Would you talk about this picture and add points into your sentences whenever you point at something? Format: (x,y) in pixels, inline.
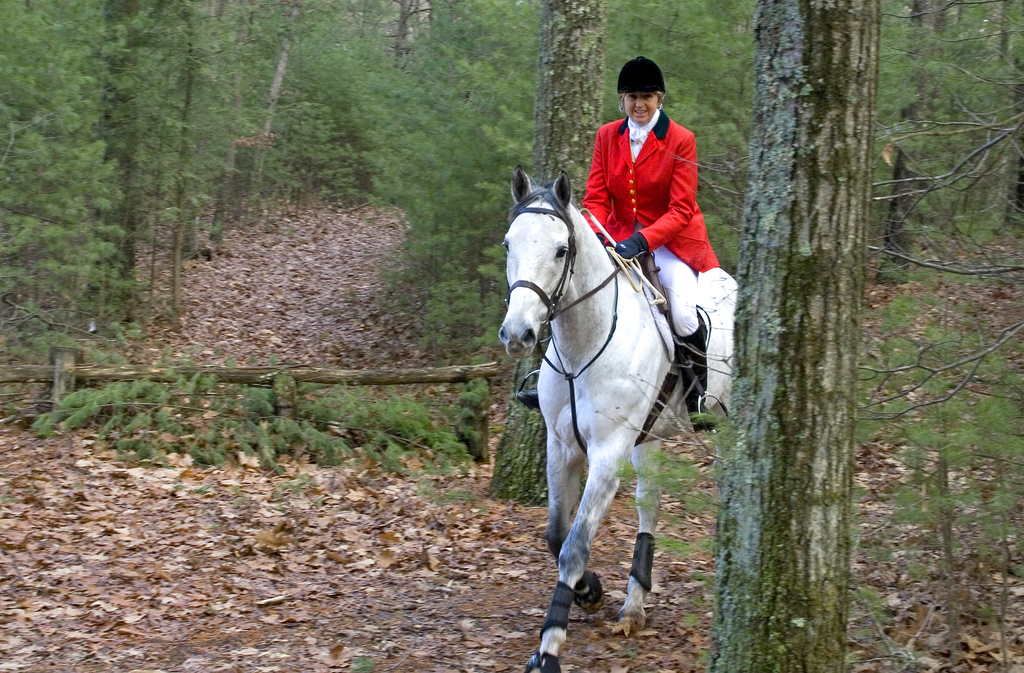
In this image in the center (669,229) there is one person (680,271) who is sitting on a horse (591,340) and riding, and in the background (580,105) there are some trees (456,123) and some dry leaves (321,543).
